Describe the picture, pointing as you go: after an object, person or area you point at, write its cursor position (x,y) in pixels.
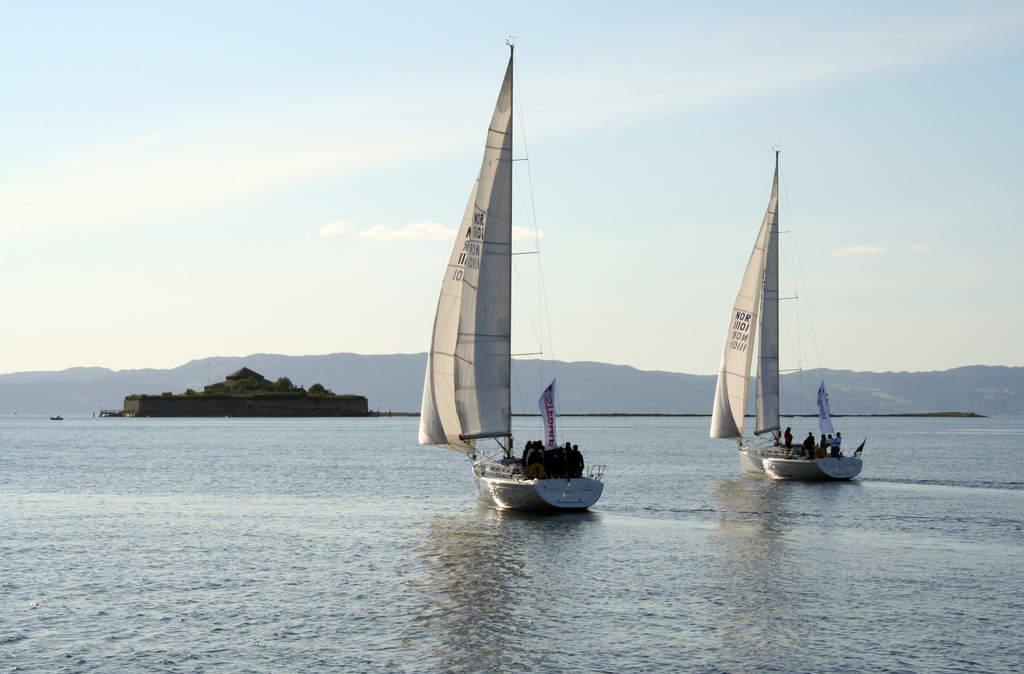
In this image I can see two boats (505,408) on the water (873,454), in the boats (512,432) I can see few persons (578,475) standing. Background (409,385) I can see mountains (284,368), and sky (150,214) in blue and white color.
